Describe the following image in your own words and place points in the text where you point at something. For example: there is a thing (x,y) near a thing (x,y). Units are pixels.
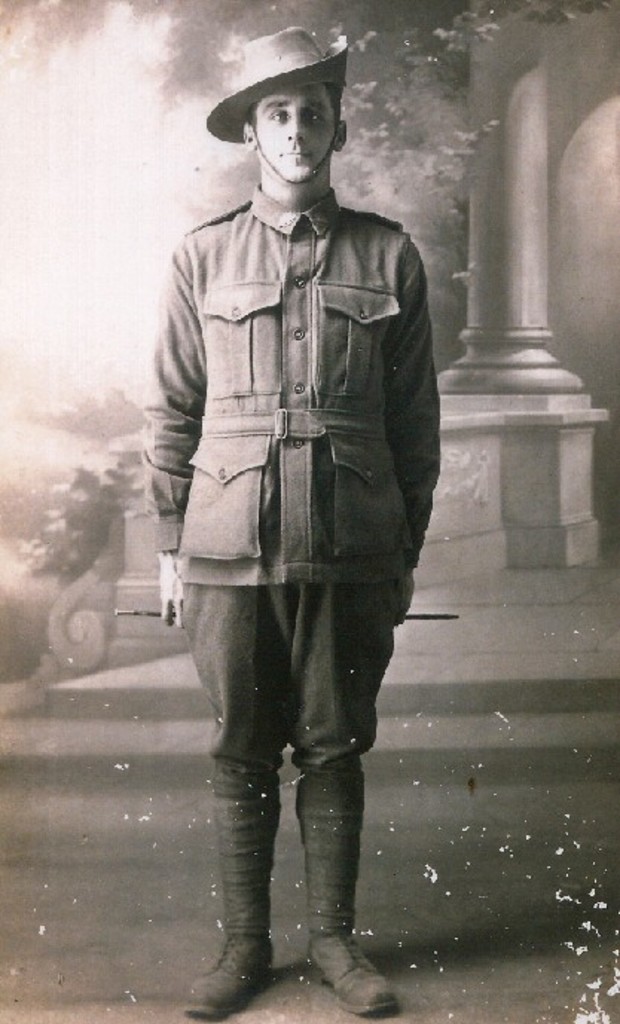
In this picture I can see there is a man (344,516) standing and he is wearing a uniform (348,456), holding a stick (454,618) and wearing shoes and a cap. In the backdrop (560,369) there is a pillar (525,355) and there are few stairs (462,635), plants (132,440) and trees (451,94). This is a black and white picture.
